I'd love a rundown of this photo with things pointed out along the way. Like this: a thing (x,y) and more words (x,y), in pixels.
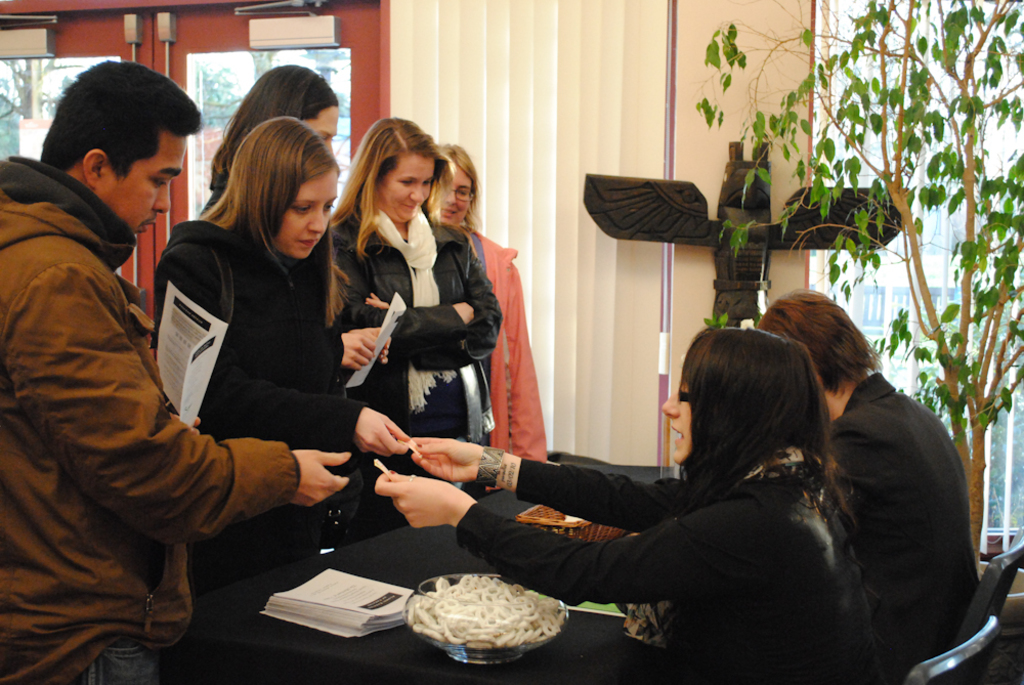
In this picture I can see few people (187,258) standing and couple of them (291,373) are holding papers (160,364) in their hands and I can see couple of them (751,525) seated on the chairs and I can see papers (312,604) and basket (556,533) and a bowl (487,637) with some items (509,623) on the table (345,674) and I can see blinds (528,197) and a plant (905,334) and I can see a glass door (216,58) from the glass (208,147) I can see building (205,160) and trees (204,91).
